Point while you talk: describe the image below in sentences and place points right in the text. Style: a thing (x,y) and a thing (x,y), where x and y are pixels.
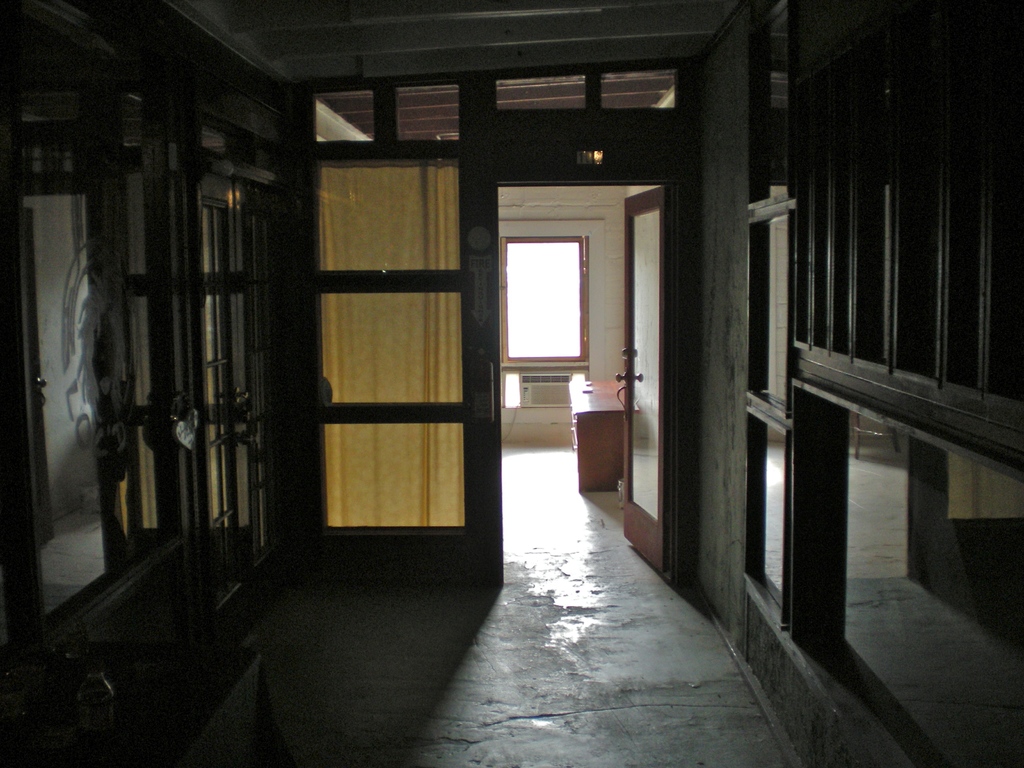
In the image we can see the internal structure (476,307) of the house (485,360). Here we can see the glass window (557,289) and the floor (502,657).
